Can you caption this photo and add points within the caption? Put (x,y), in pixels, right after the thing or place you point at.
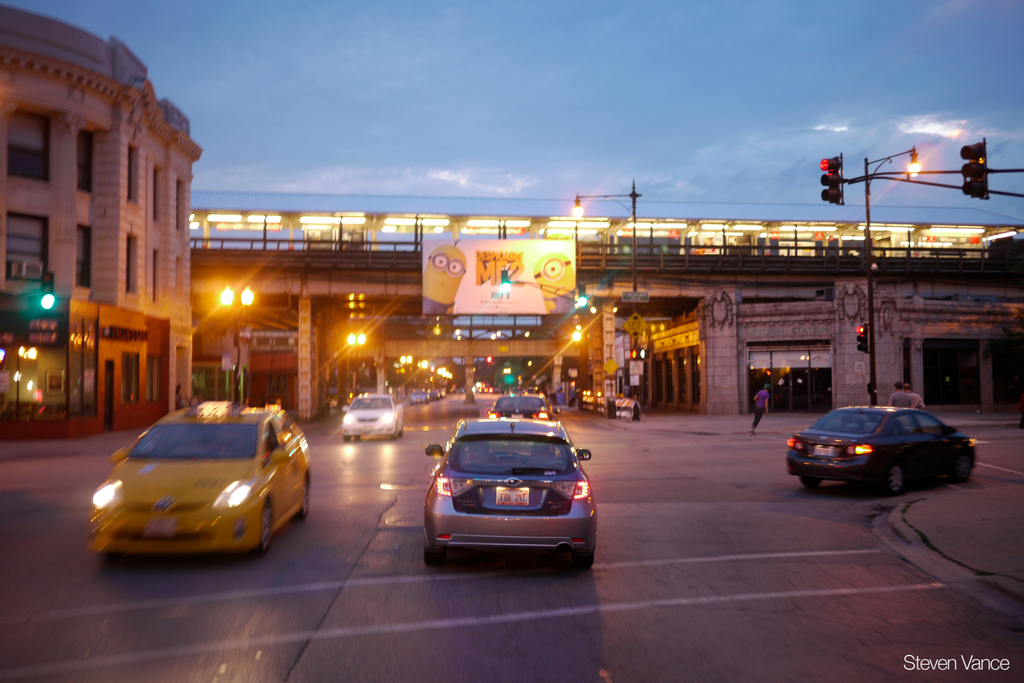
This image consists of cars (291,437) moving on the road (420,611). At the bottom (306,614), there is a road (340,595). In the background (306,264), there is a bridge (675,254) along with the light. On the left (45,157), there is a building (55,36). On the right (871,256), there are signal poles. At the top (706,103), there is sky (505,111).
